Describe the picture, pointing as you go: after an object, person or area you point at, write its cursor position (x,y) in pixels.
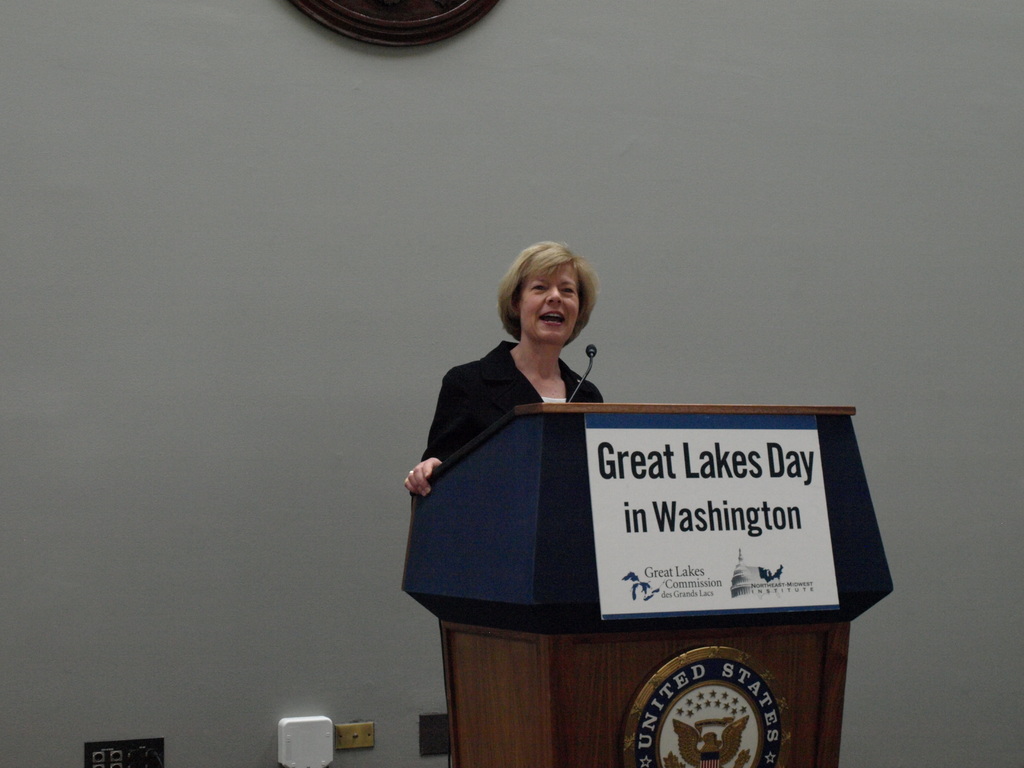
In the picture I can see a woman (506,391) is standing in front of a podium (504,556). On the podium (555,425) I can see a microphone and something written on it. In the background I can see some objects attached to the wall (261,449).
